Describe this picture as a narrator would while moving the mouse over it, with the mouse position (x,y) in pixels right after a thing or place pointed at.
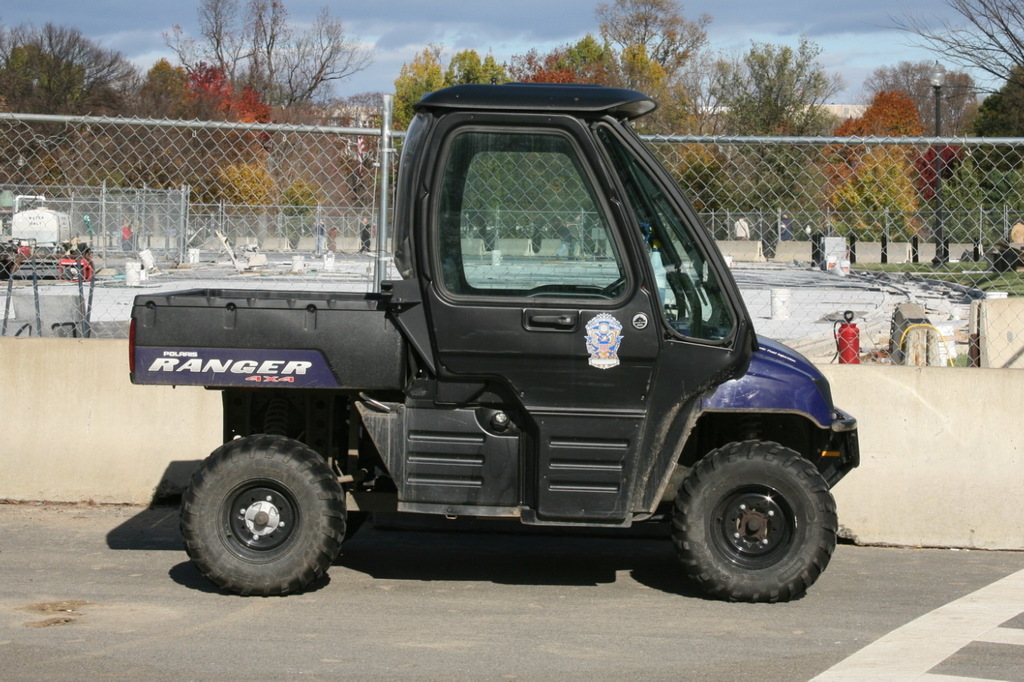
In this image I can see a black colour vehicle (336,417) and here I can see something is written. In the background (139,267) I can see fencing (974,247), a red colour thing (848,349), number of trees (1006,116), a pole (937,100), a light (933,84) and the sky (477,6).
